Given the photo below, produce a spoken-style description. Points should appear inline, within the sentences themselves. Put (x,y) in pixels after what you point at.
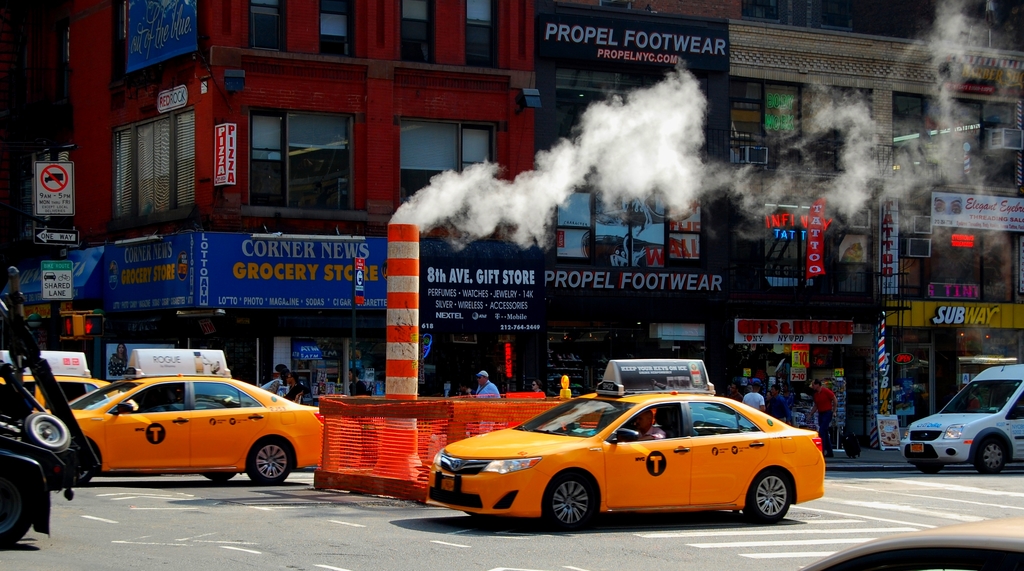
In this image we can see vehicles (682,429) on the road (737,515). Also there is smoke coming from a pipe (414,326). In the back (437,111) we can see buildings (716,129) with windows (330,153). Also we can see banners (625,277) and boards (820,328) with text (651,251). And we can see sign boards (68,187) with poles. And there are people (756,385).
